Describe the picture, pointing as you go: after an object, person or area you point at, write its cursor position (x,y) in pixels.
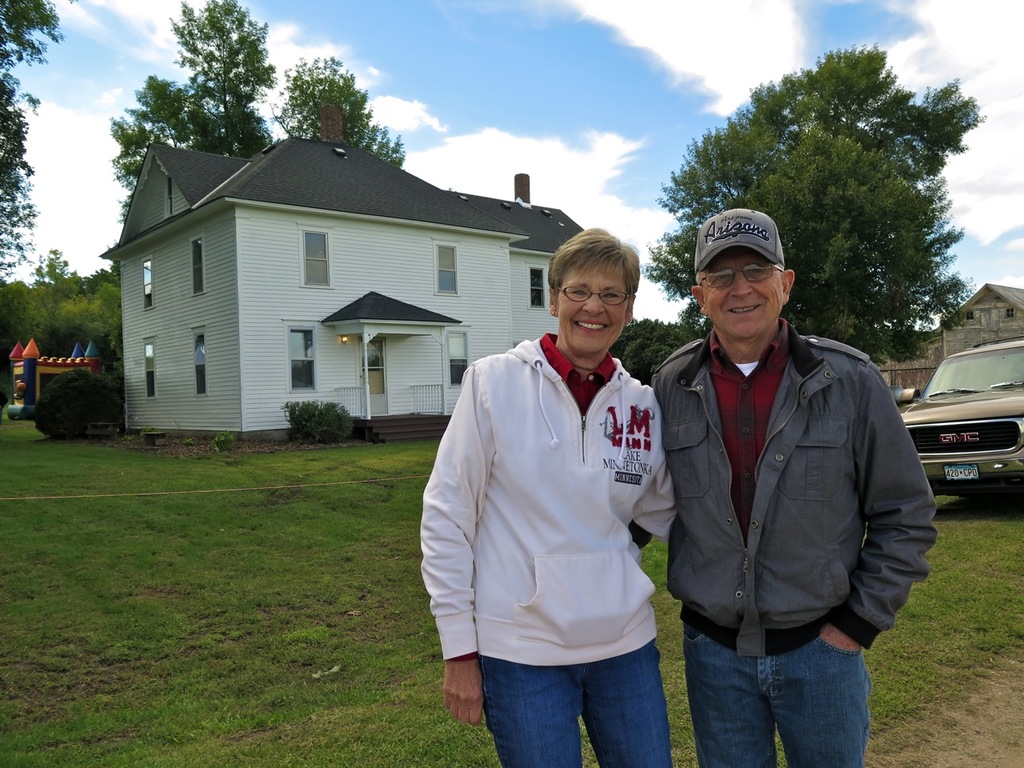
This image consists of two persons (611,484) wearing jackets (603,545). At the bottom (222,627), there is green grass (952,639). On the right (925,432), we can see a car (967,422). In the background (445,289), there is a building (383,269) along with the trees (855,229). At the top (521,73), there are clouds (1014,191) in the sky (471,99).
